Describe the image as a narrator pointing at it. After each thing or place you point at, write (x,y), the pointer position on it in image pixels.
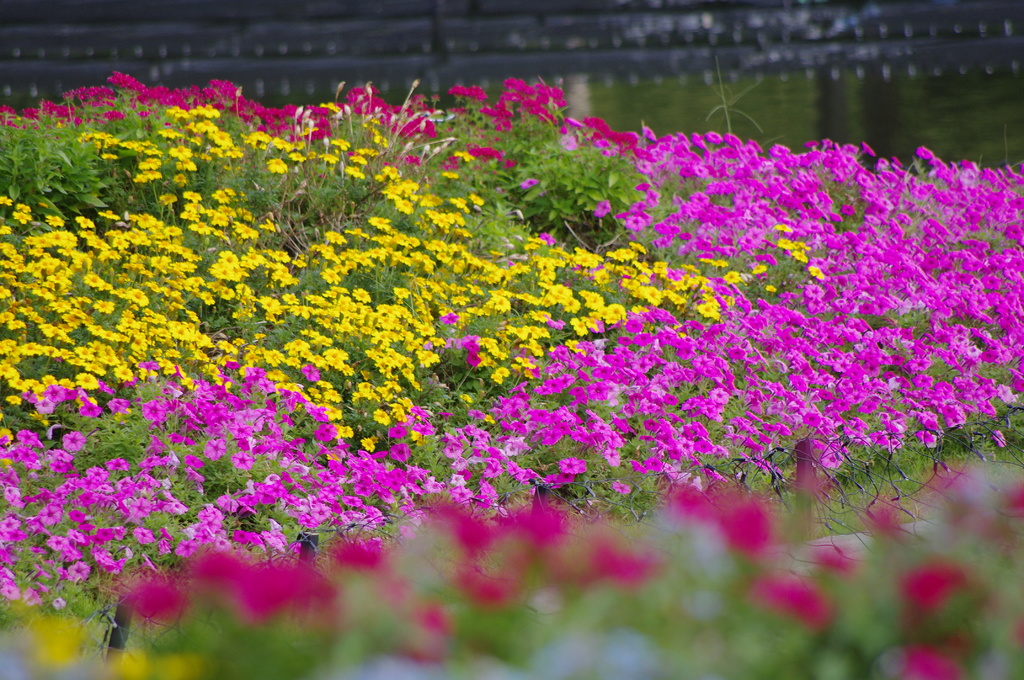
In this picture we can see plants (135,231) with flowers (707,415) and in the background (650,106) we can see the water (742,120), some objects (555,54).
